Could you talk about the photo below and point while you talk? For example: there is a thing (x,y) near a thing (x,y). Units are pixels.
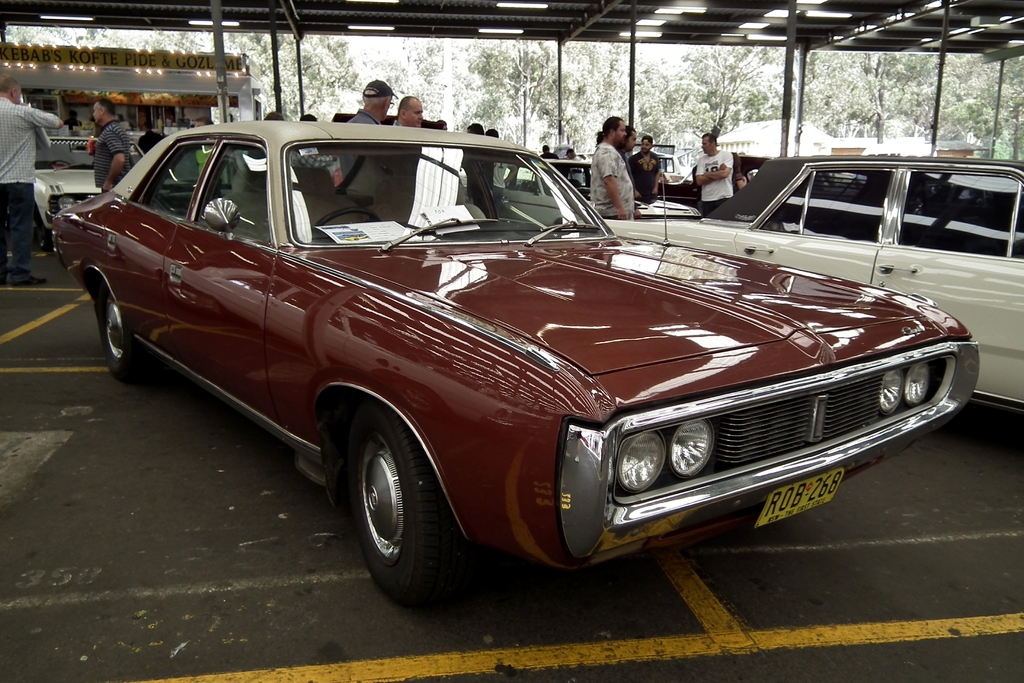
In this picture there is a red color classic car (631,474) parked under the shed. Beside there is a another white car (1009,193). Behind we can see some group men (624,154), standing and discussing. In the background (66,112) there is a small shop (82,116) and some lights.
